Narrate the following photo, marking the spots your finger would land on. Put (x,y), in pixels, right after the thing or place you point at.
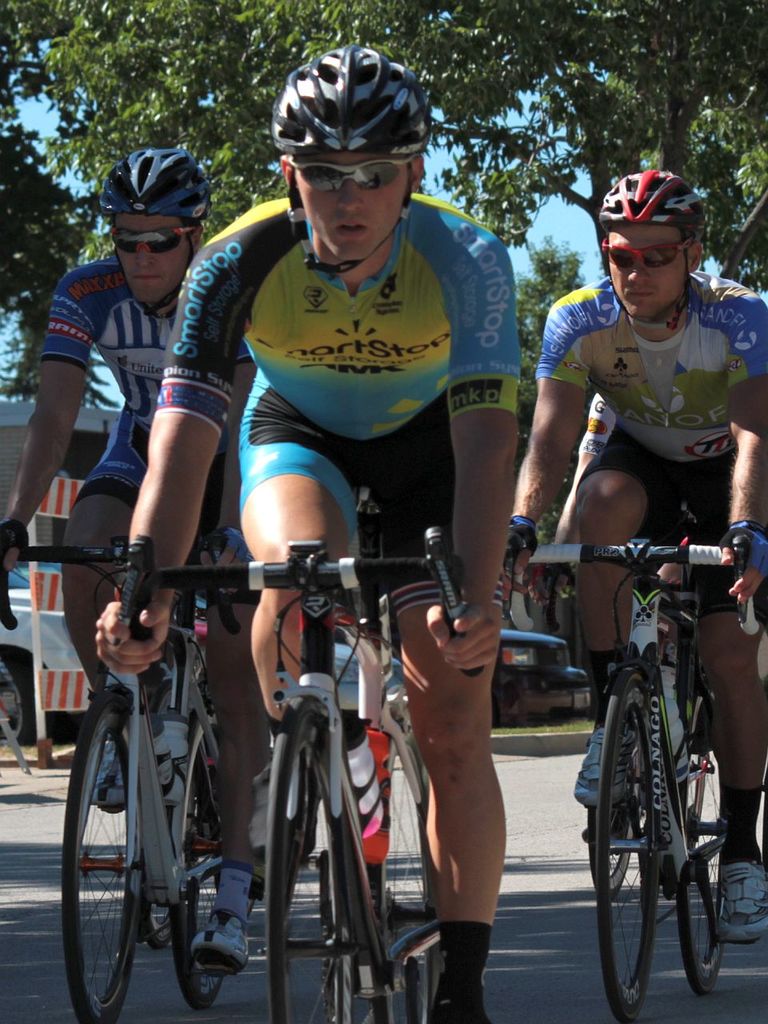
As we can see in the image there are trees (415,60) and three people (220,466) riding bicycles (204,784).
